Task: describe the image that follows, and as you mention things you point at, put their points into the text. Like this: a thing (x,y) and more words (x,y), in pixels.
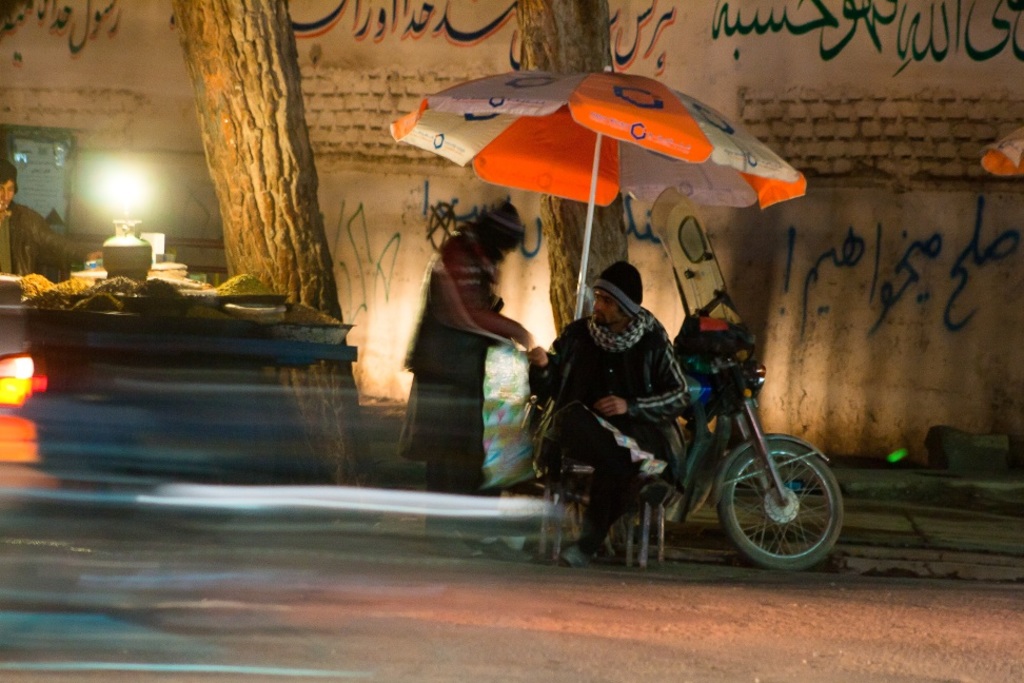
In this picture there is a man (644,324) who is sitting on the chair (643,564) in the center of the image (636,342), under an umbrella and there is another man (456,342) beside him, there is a desk (161,318) on the left side of the image (161,318), on which there are food items (137,296) and a man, there are trees (572,35) and there is Arabic language (71,52) on the wall (176,78) in the background area of the image (222,106).
